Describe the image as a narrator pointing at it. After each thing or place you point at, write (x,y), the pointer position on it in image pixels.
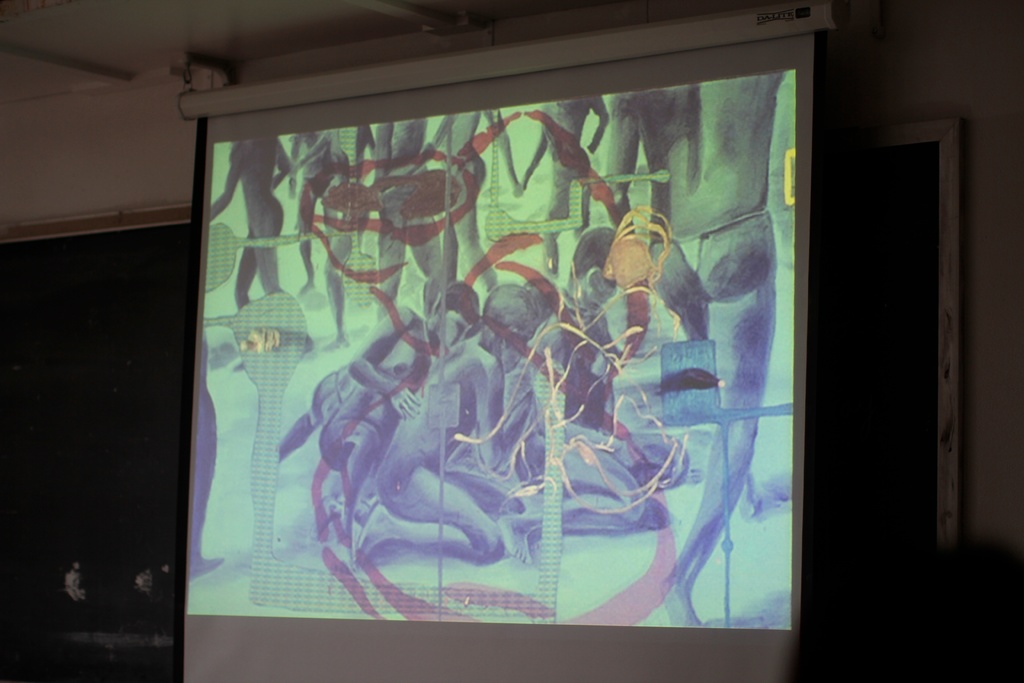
In this picture I can see a projector screen (193,329) and a board (107,550) on the back (254,250) and we see display (655,432) on the screen (430,373).
